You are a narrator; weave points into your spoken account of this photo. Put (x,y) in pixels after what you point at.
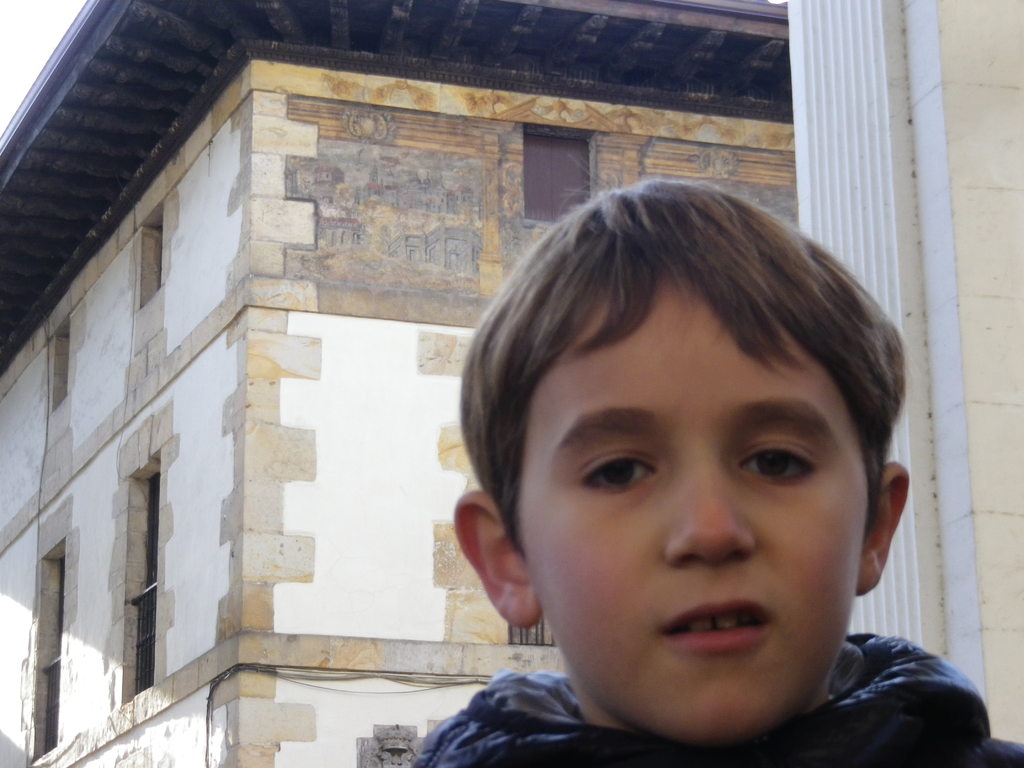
In this image I can see a person (865,759) and the person (943,748) is wearing black color jacket (933,687). Background (312,321) I can see the building (234,295) in white and cream color and the sky (29,72) is in white color.
